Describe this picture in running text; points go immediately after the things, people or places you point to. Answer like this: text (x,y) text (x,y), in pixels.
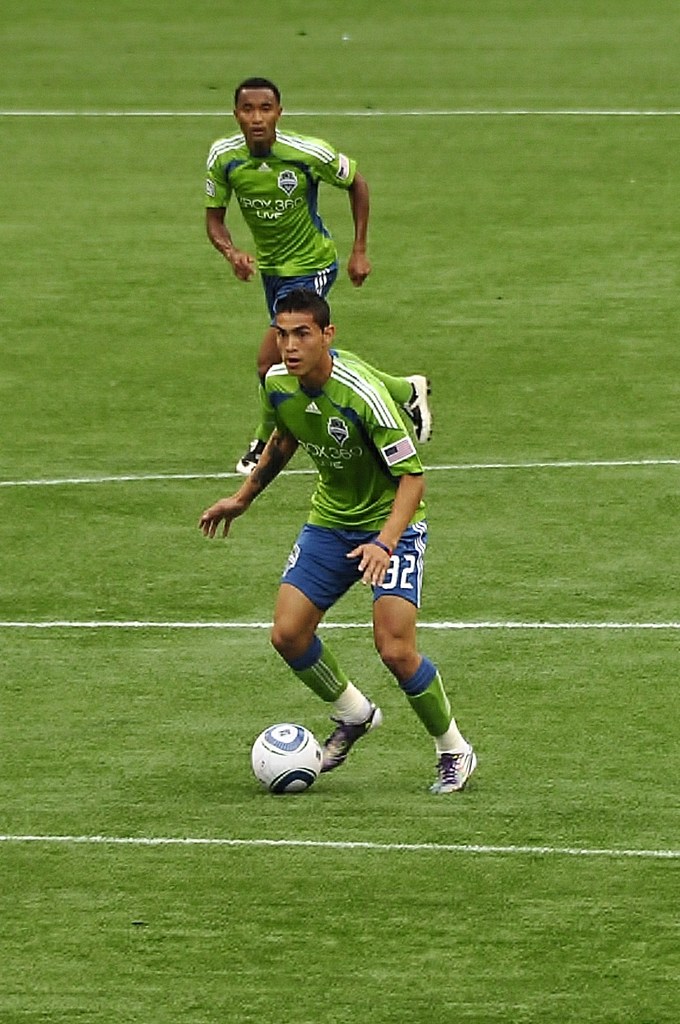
In this picture we can see two players (367,561) playing with a ball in a playground (296,800).
